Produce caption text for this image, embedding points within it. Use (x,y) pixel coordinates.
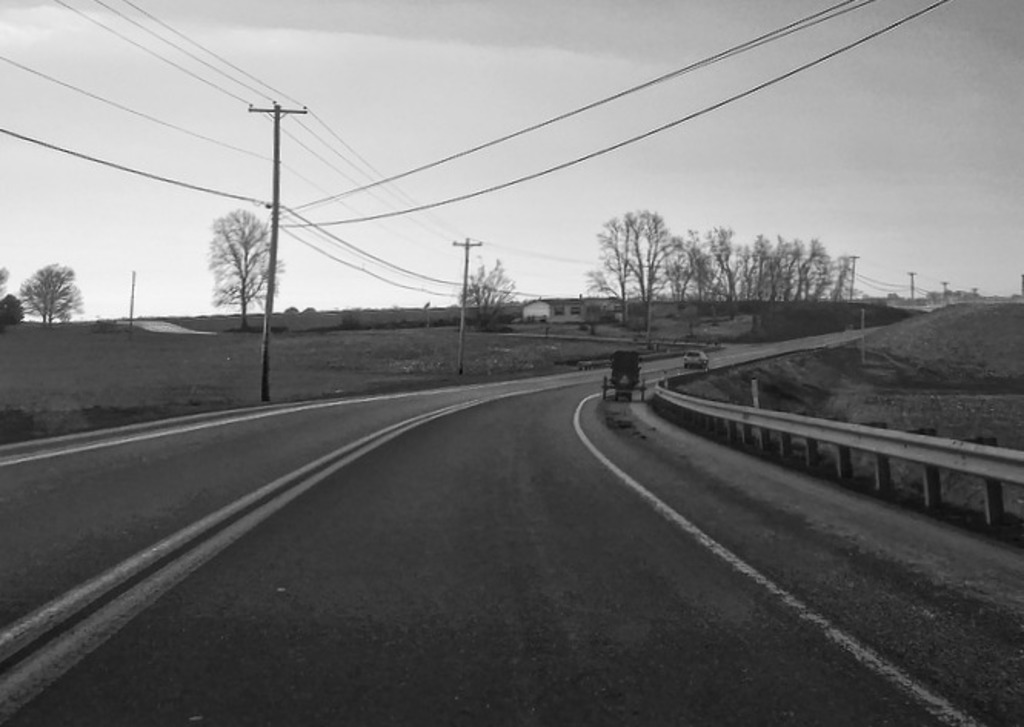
In this black and white image there are two vehicles (616,389) moving on the road (484,574) and there are few utility poles (467,294), trees (472,306), house (556,311) and the sky (470,115).
